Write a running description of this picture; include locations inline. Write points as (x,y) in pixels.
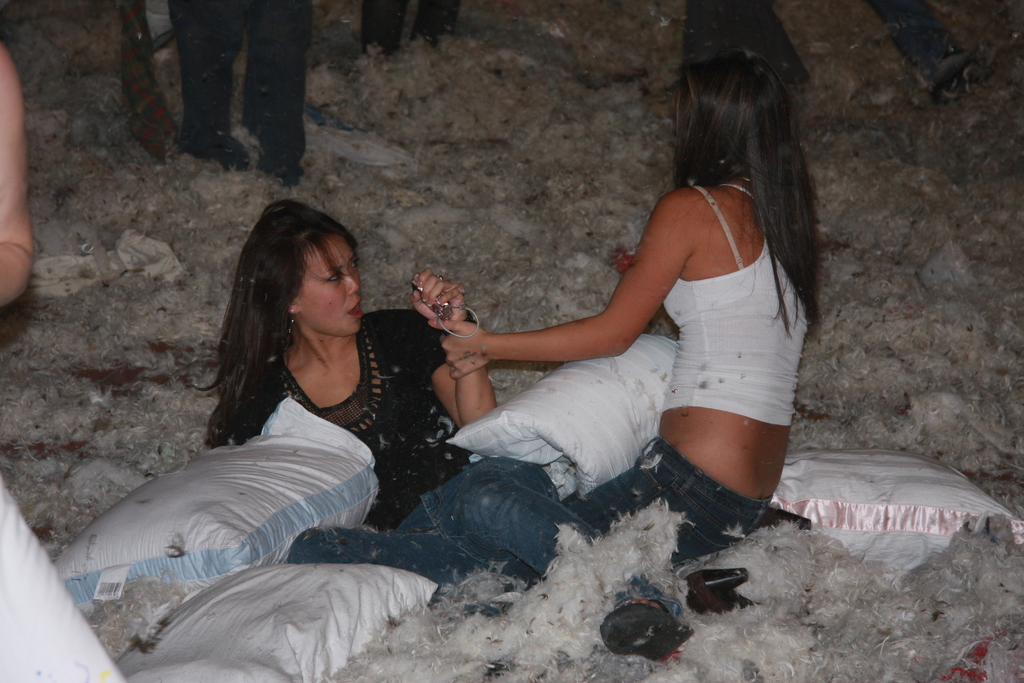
In this image I can see few people (364,368), pillows (780,506) and white color feathers (876,579).
